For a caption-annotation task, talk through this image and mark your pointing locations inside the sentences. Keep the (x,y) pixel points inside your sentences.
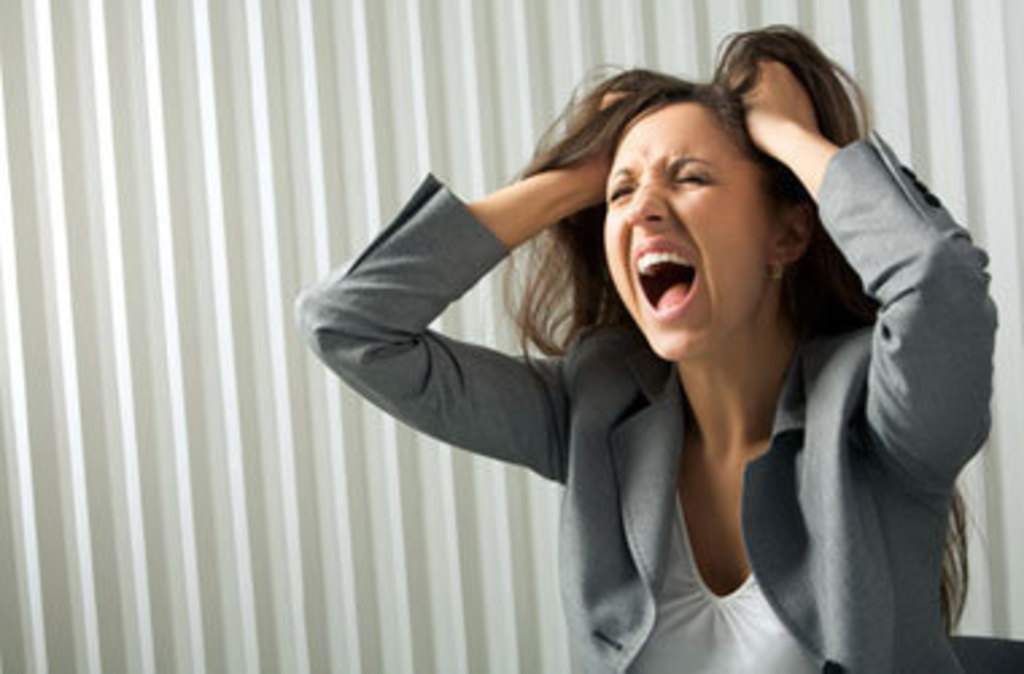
Here in this picture we can see a woman (502,367) in a grey colored suit (508,394) on her, screaming with her hands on her head (731,179) over there.
